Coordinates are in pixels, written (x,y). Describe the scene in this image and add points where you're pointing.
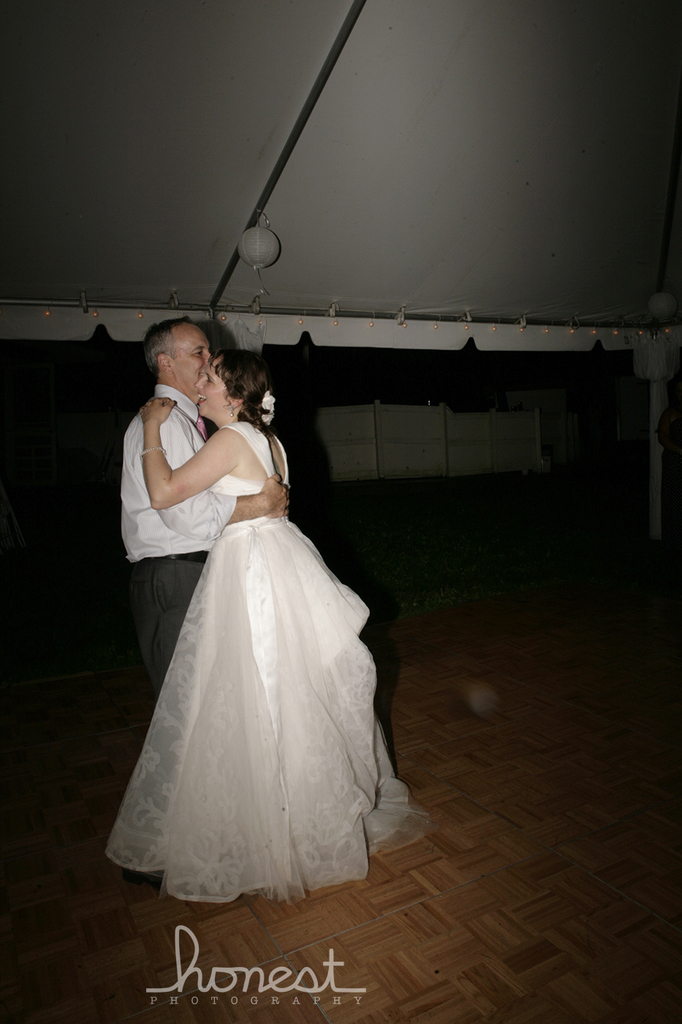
In this picture we can see a man (181,604) and a woman (301,610) holding each other. There is some text (177,967) at the bottom (355,992). We can see a white object (250,246) on top (260,248).
